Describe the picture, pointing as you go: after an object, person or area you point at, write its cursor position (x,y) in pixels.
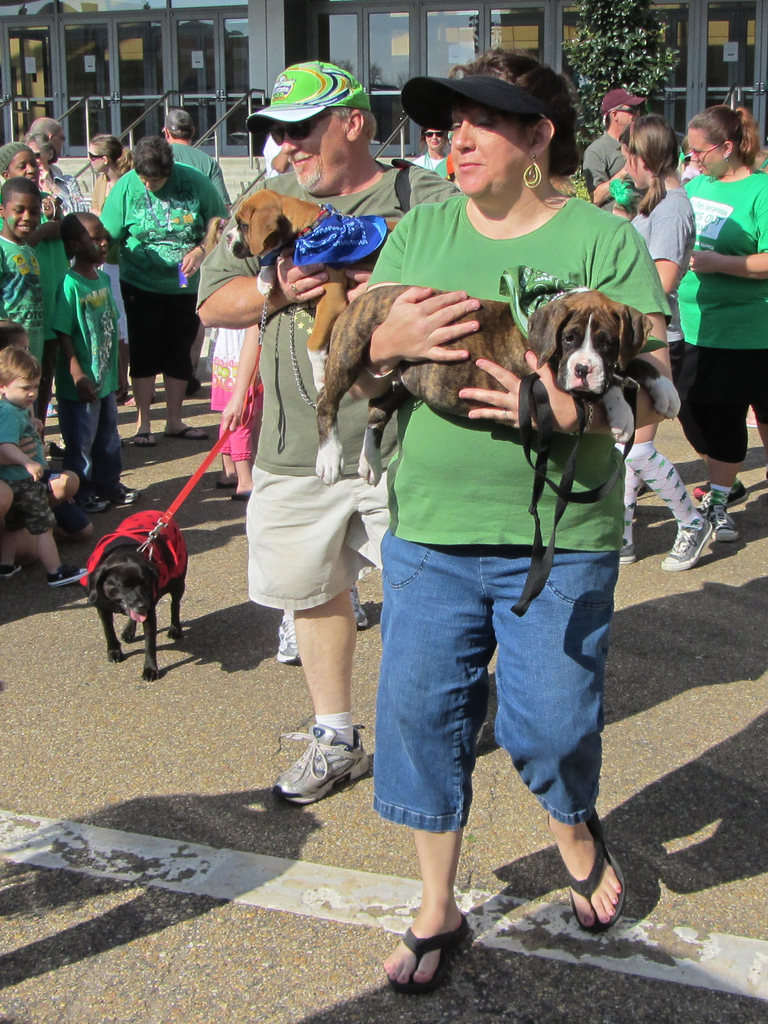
In the image there is a woman (535,753) walking and holding a dog (580,379) in her hand (436,322) and in back side there are many people (731,337) with dogs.
